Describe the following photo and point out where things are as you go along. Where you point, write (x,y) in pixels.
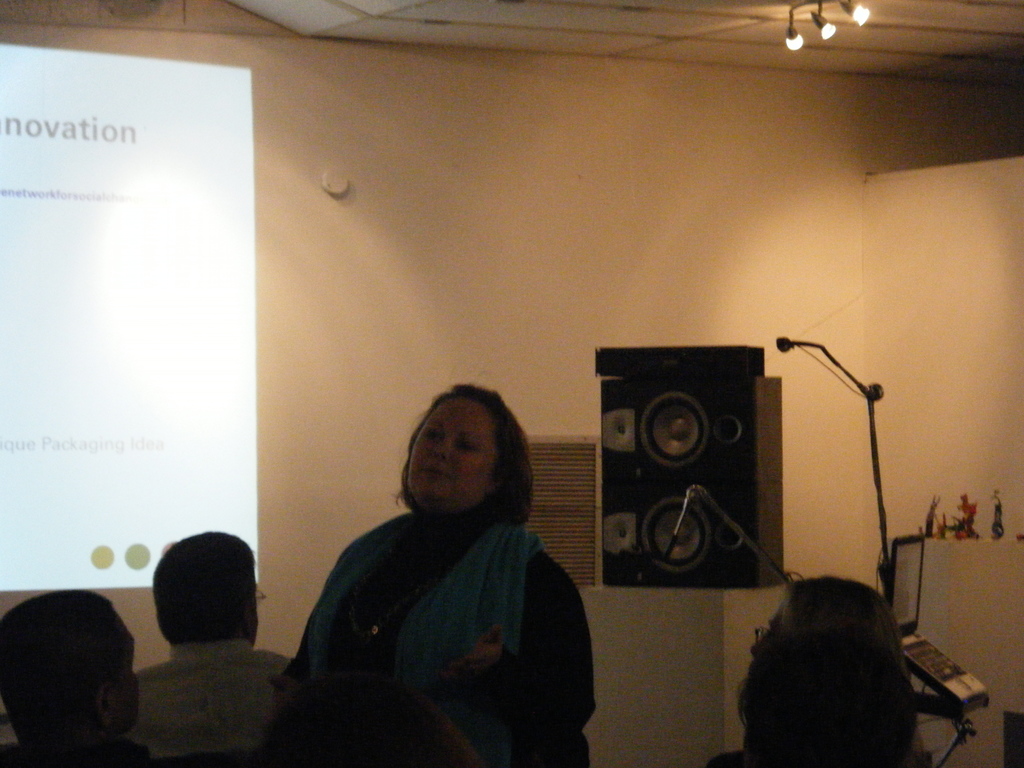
In this picture we can see a group of people (43,653) sitting and a woman (354,590) is standing on the floor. Behind the people (239,686) there is a screen (150,461), wall (785,448), speaker (734,478) and other things (762,558) and at the top (823,17) there are lights (828,31).
